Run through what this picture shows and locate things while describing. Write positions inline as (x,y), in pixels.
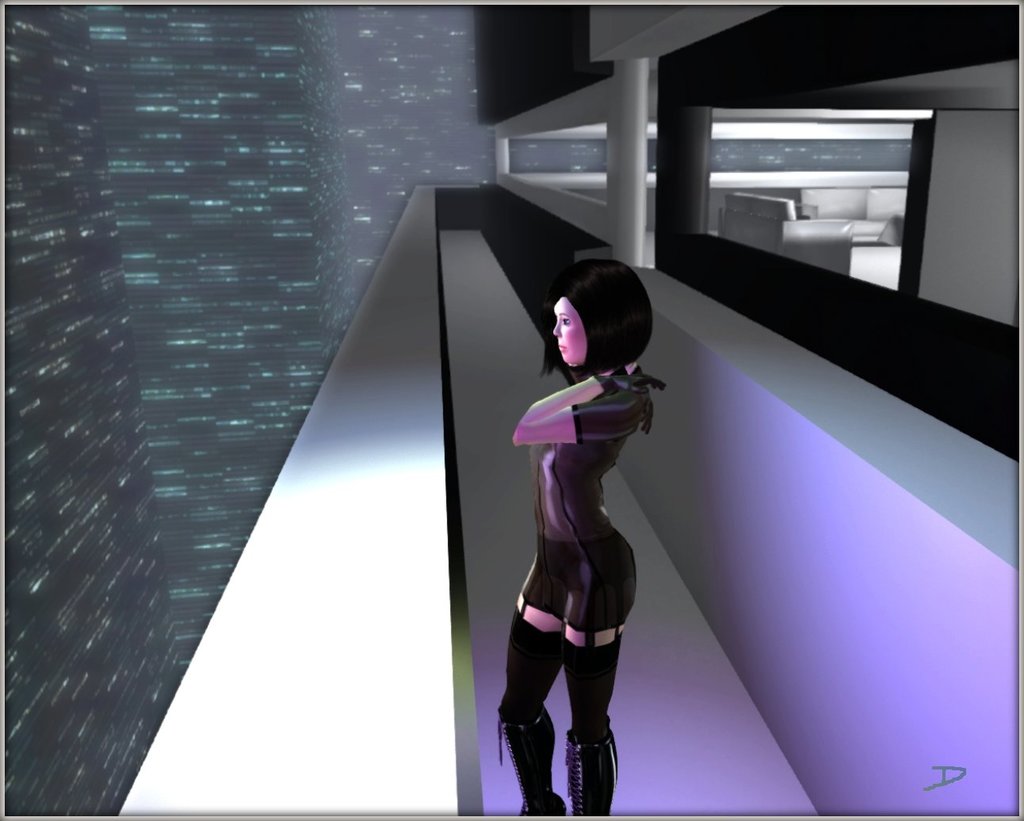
As we can see in the image there is an animation of building (151,440), a woman (560,477) wearing black color dress (612,411) and sofa (841,254).
